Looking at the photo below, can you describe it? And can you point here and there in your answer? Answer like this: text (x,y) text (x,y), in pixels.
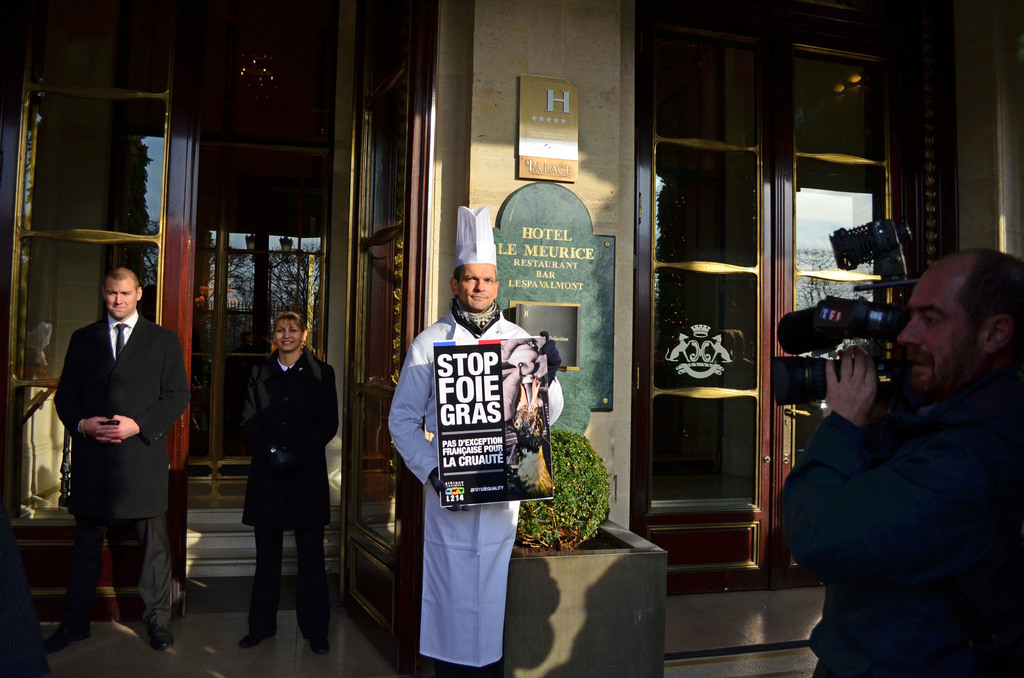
In this picture we can see persons (268,521) standing on a floor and in the background (215,524) we can see a building (393,569).
